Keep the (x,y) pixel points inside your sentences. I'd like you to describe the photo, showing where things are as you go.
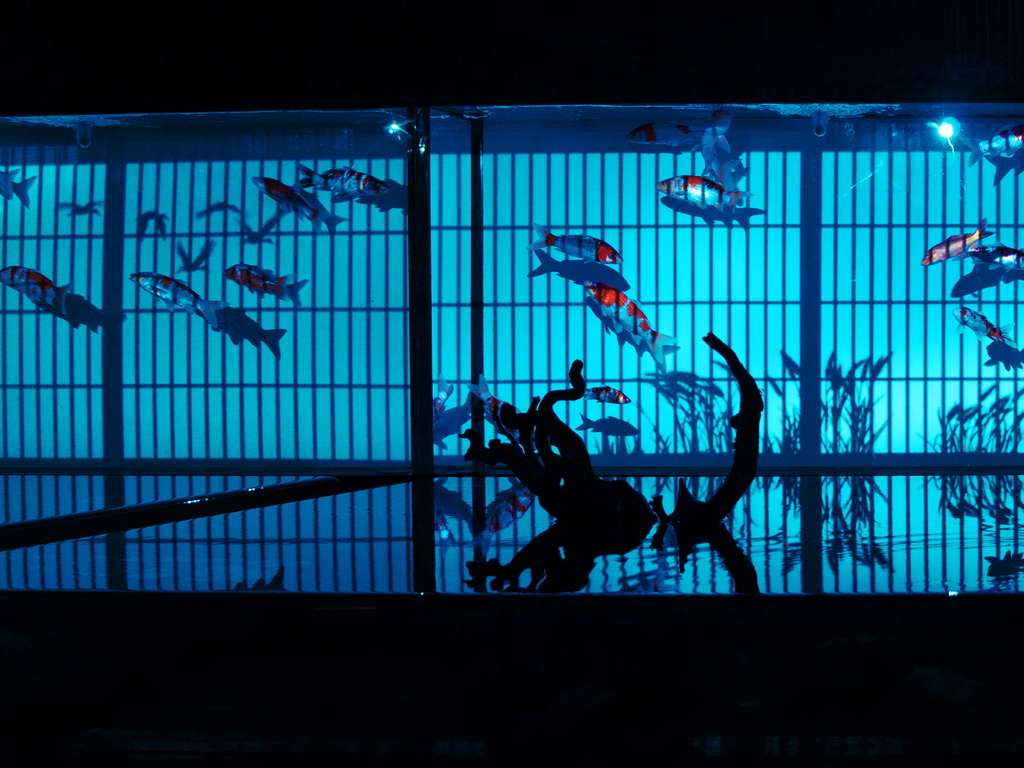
In this picture we can see fishes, rods (872,193), plants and some objects (602,483) and in the background (642,99) it is dark.
